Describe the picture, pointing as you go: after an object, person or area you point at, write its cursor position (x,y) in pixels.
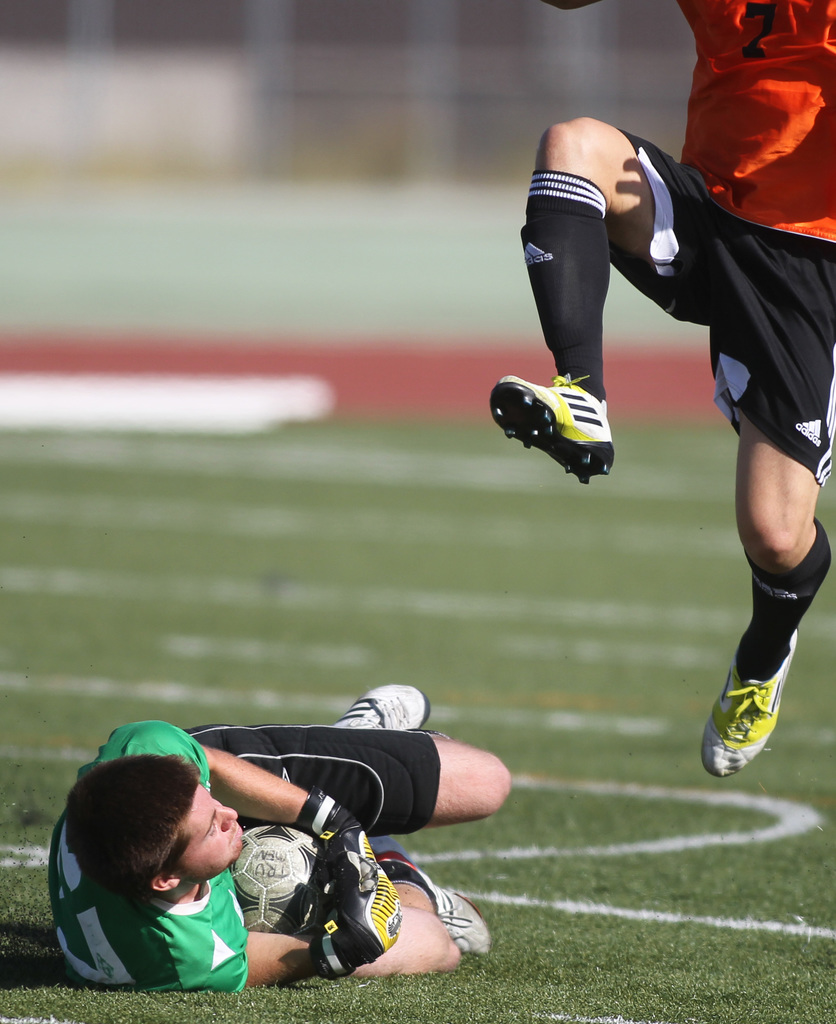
There is a man (115,943) with green t-shirt (125,955) on the ground (286,986) holding a ball (308,884) in his hand (315,871). There is another man (749,141) in the air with orange t-shirt (759,140).
